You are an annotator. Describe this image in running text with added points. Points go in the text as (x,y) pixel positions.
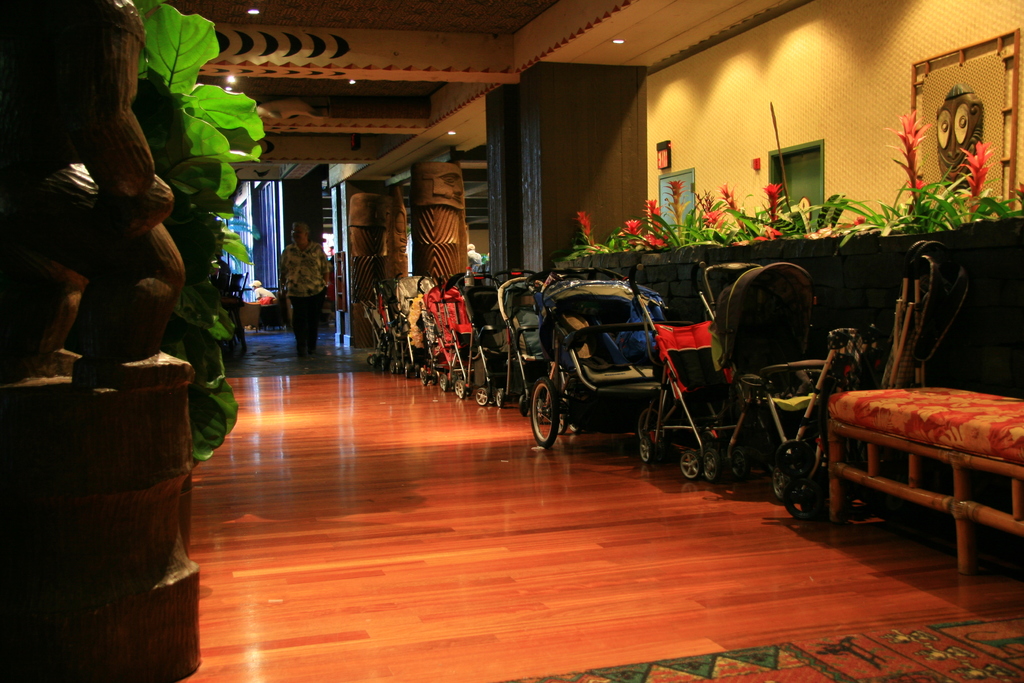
In this picture, we can see a few people (317,311), and we can see the floor (512,552) with some objects (776,331), like baby trolleys (658,315), bench (904,439), tables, plants (915,222), flowers (775,205), and we can see some object (131,402) on left side of the picture (62,316), we can see the wall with frames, and some objects (942,144) attached to it, we can see pillar (361,266), and the roof (454,140) with lights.
